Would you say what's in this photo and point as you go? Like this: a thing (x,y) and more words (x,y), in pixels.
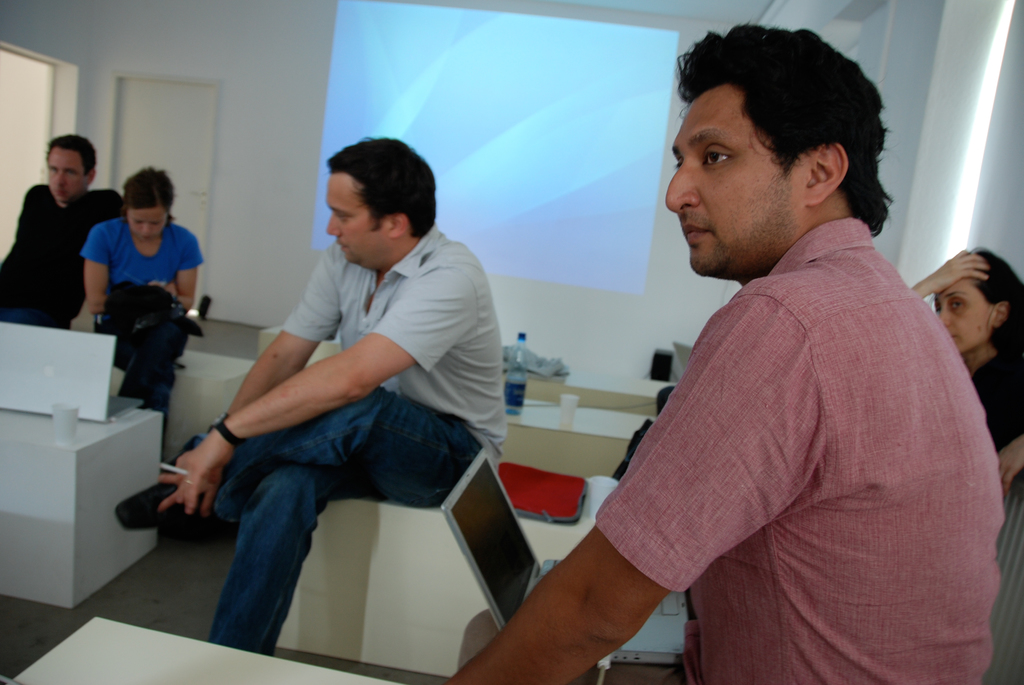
In this image we can see a group of people (685,380) sitting on chairs (426,612). In the foreground (658,640) we can see a laptop (638,641) with cable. In the center of the image (517,383) we can see the bottle (520,396), cap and a bag (573,488) placed on a chair (594,443). In the left side of the image (98,415) we can see a laptop (96,418) and cup (61,429) placed on the table (94,430). In the background (575,187), we can see a screen (591,185), door (128,167) and window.
